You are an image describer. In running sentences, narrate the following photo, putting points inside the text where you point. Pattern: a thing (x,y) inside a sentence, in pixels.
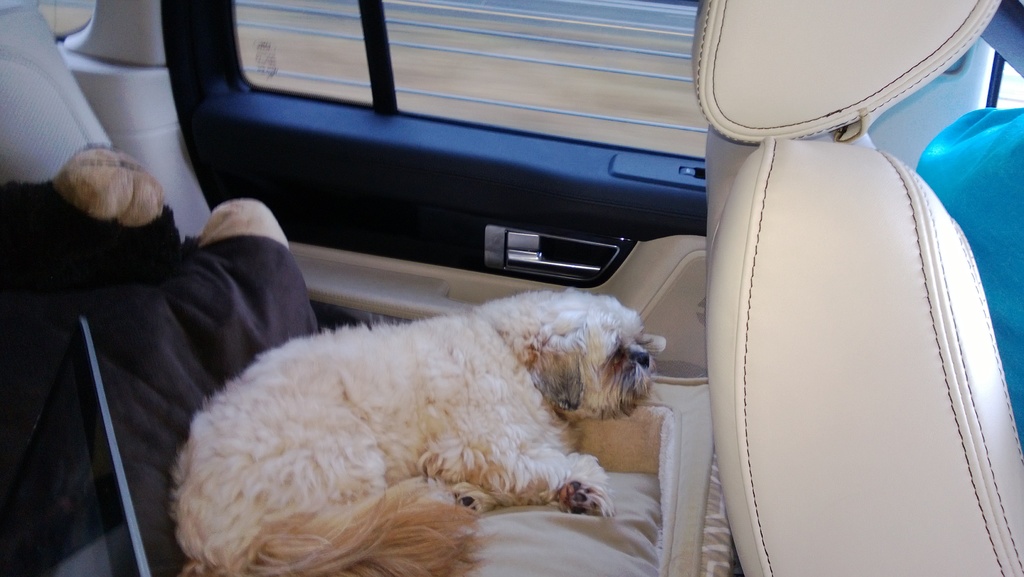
In this picture we can see inside of the vehicle (66,60). There is a dog (359,372) on the seat (12,78). We can see glass window (416,77). We can see cloth (132,463).
